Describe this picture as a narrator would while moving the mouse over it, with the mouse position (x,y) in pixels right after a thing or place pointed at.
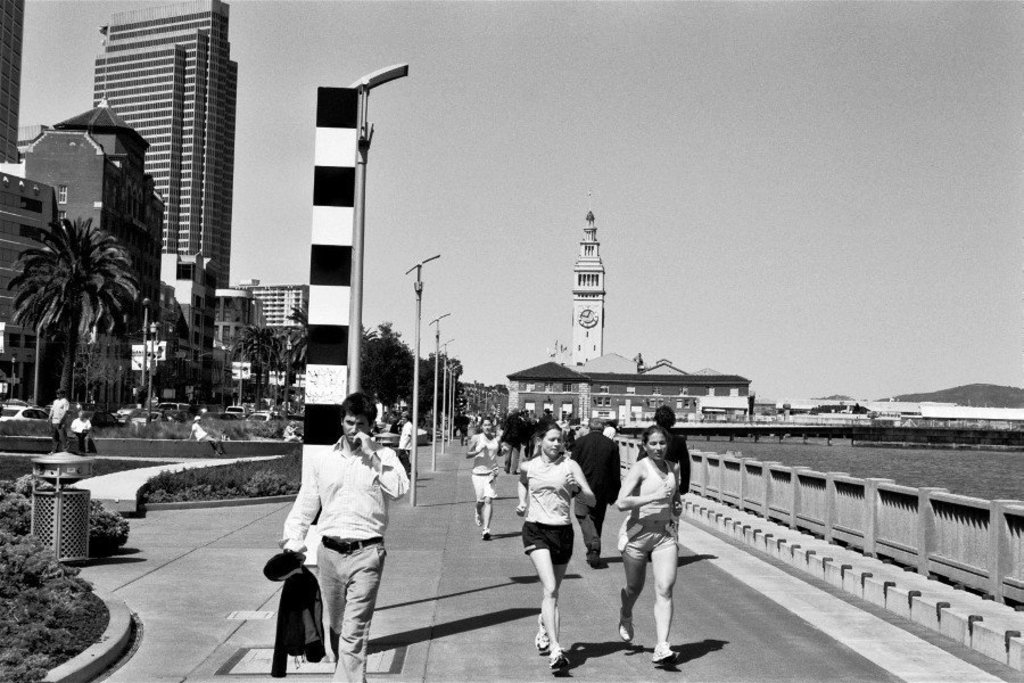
In this image there are a few people (538,489) running on the road (402,672) and there are a few people (355,515) walking. On the right side of the image (842,455) there is a water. There is a bridge (1003,434). On the left side of the image (86,504) there is a dustbin (82,479). There are plants (236,483), trees (51,272), light poles (414,470), buildings (155,258), cars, boards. In the background of the image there are mountains (953,388). At the top of the image (838,178) there is sky (838,178).
